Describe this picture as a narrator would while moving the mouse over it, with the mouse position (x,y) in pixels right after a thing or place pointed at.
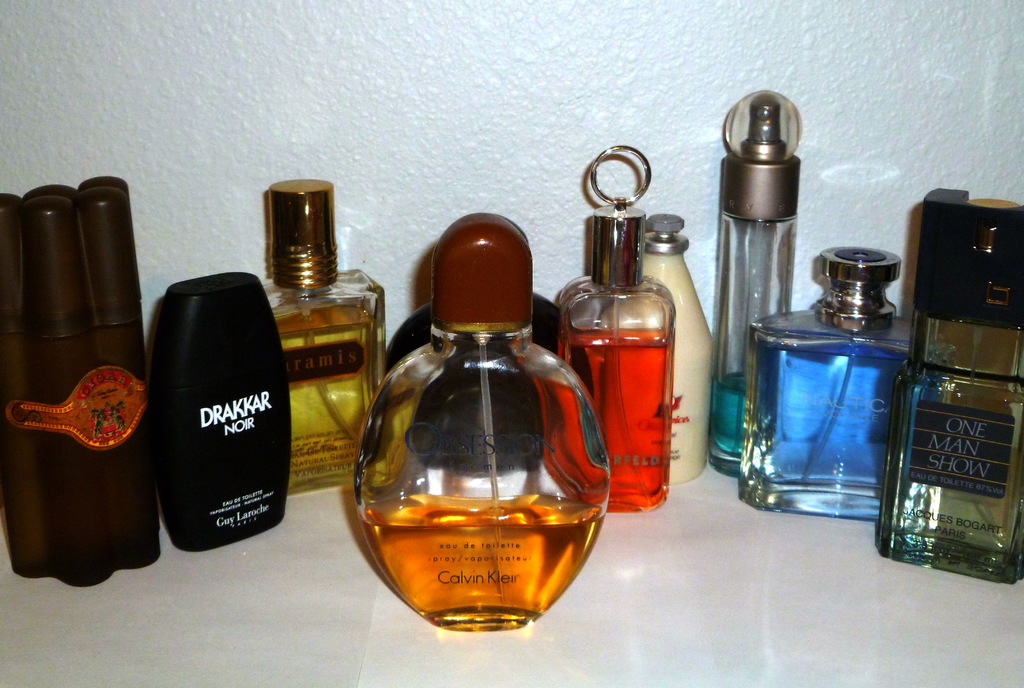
In this picture there are group of scent bottles (514,423) on a table (660,513).
